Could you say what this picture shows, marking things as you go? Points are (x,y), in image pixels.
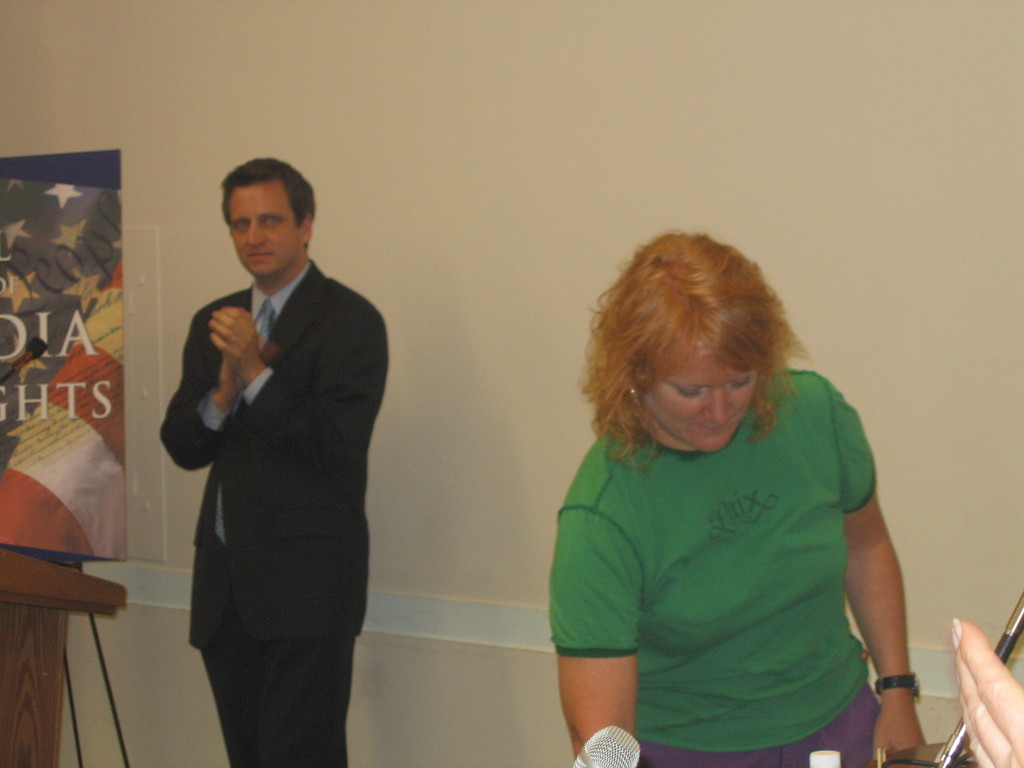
The picture is clicked inside a room (466,468). In left (69,192) there is a painting (93,436). A man (197,562) is standing is wearing suit (323,446). He is clapping. In the right (734,443) a lady (737,436) wearing green t-shirt (689,497) is standing. Another hand (986,677) is visible here. In the foreground (608,752) there is mic (636,751). In the background (590,161) there is wall (474,126).
